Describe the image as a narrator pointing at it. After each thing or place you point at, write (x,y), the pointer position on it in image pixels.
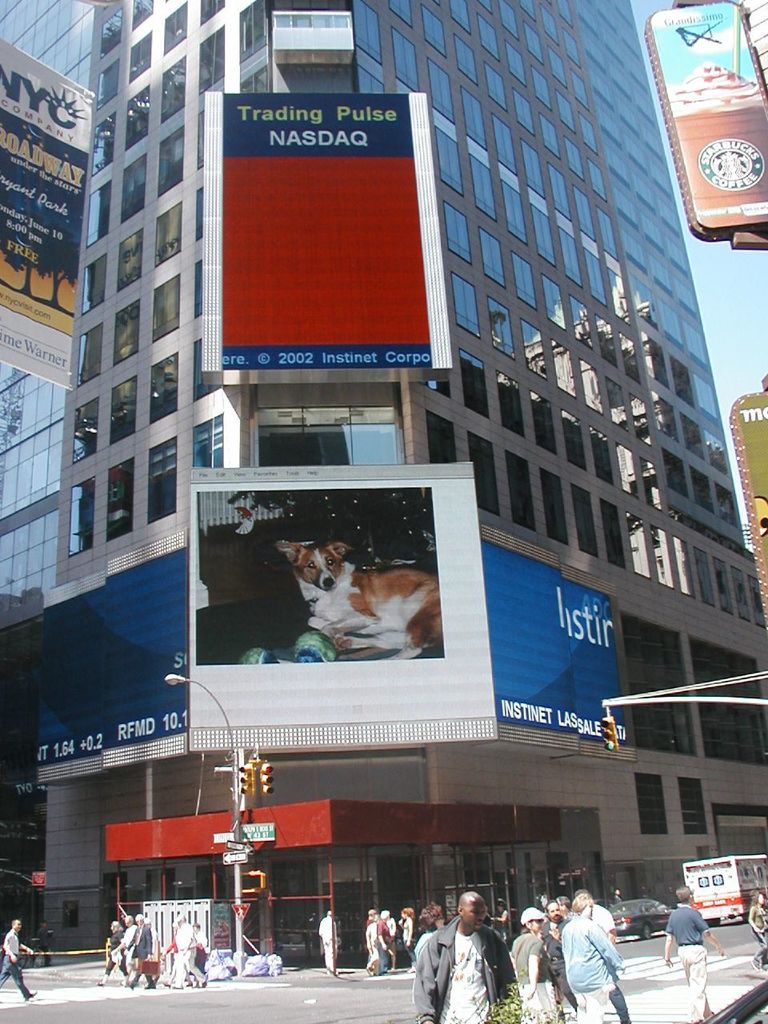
There are many people (422,957) walking on the sides of the road (727,944). On the left side (107,1000) there is a zebra crossing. On that some people (131,952) are walking. Near to that there is a traffic signal lights (246,792) with pole (236,788). In the back (270,472) there is a building (310,371) with banners (75,274). Also there is a screen (422,674) on the building (222,795). On the screen (377,629) there is a dog (381,614). There are vehicles (697,899) on the road (640,938).
